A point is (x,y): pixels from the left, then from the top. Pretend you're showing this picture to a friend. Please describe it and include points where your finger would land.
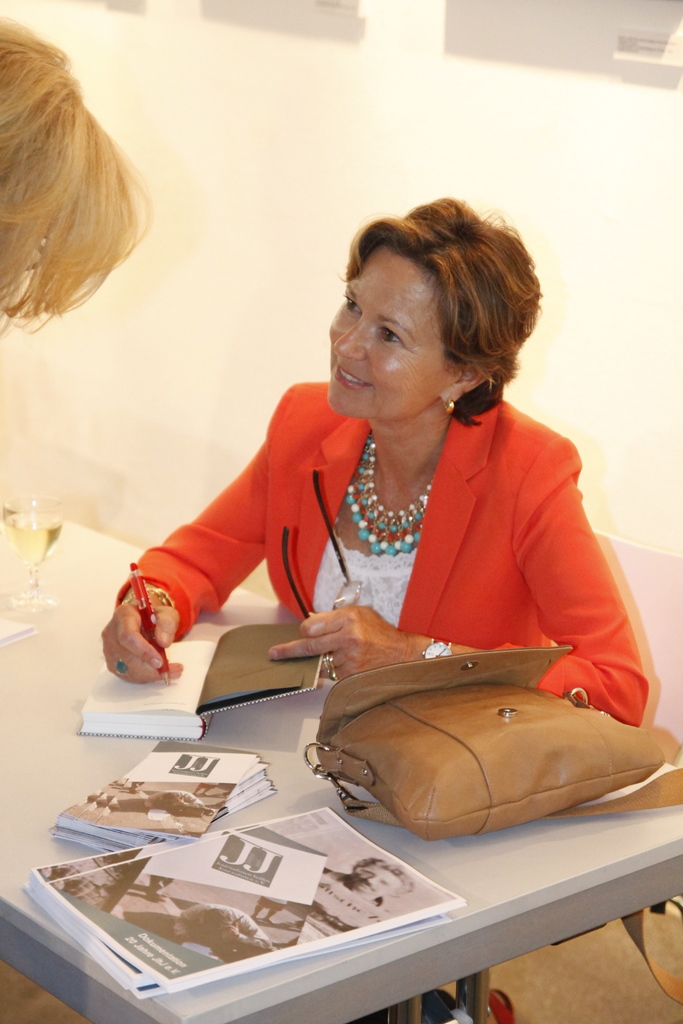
In this picture we can see a woman (367,506) sitting on chair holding pen (149,622) with her hand (157,612) and writing on book (145,691) and she is smiling and on table (53,579) we have bag (489,787), cards (197,781) and in front of her person (34,212) standing and in the background (330,94) we can see wall (223,83).
